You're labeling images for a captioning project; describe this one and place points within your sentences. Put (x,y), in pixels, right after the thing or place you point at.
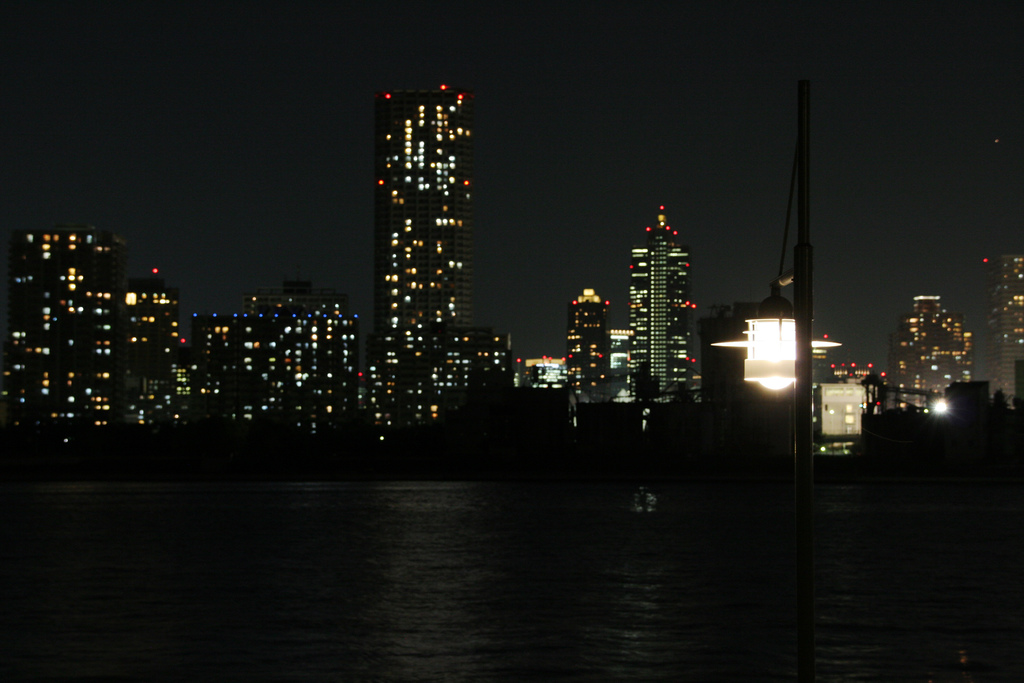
In this image in front (702,561) there is water (641,593). There is a pole (800,416). There is a light (780,325). In the background of the image (440,336) there are buildings (680,383), lights (660,356) and sky (615,165).
